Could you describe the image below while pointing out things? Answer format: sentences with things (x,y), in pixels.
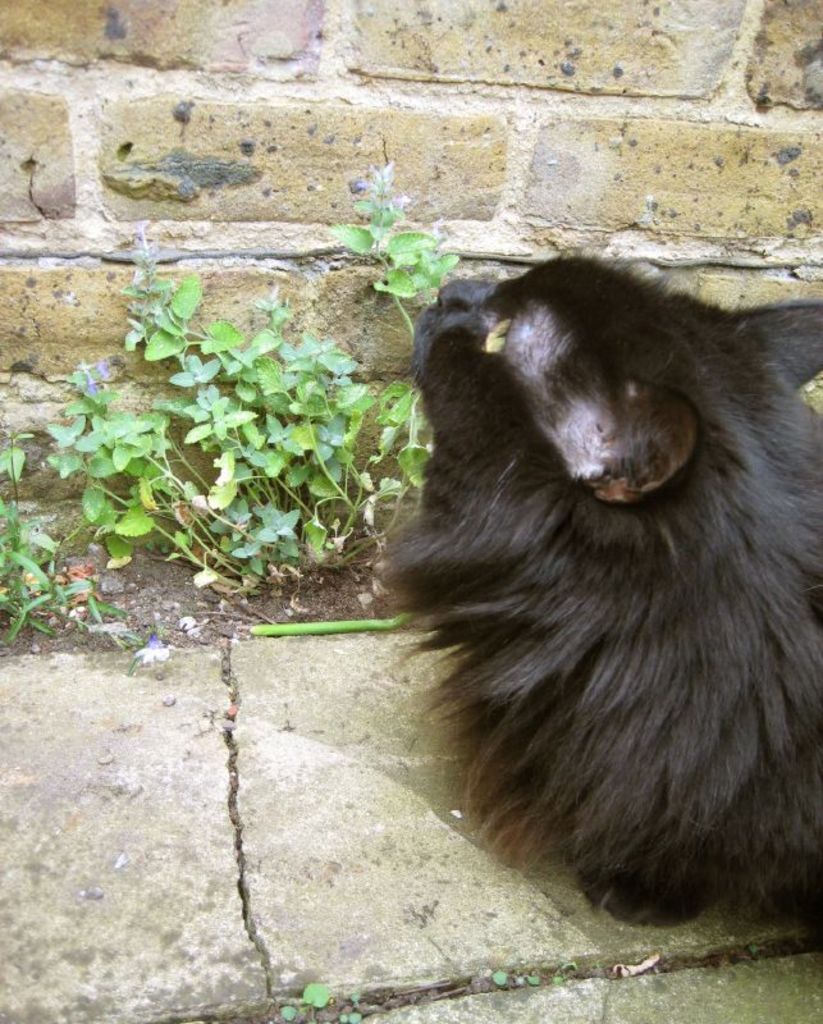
In this image I can see an animal (606,664) which is in black color. In-front of the animal (418,552) I can see the plants (200,499) and the wall (565,39).
